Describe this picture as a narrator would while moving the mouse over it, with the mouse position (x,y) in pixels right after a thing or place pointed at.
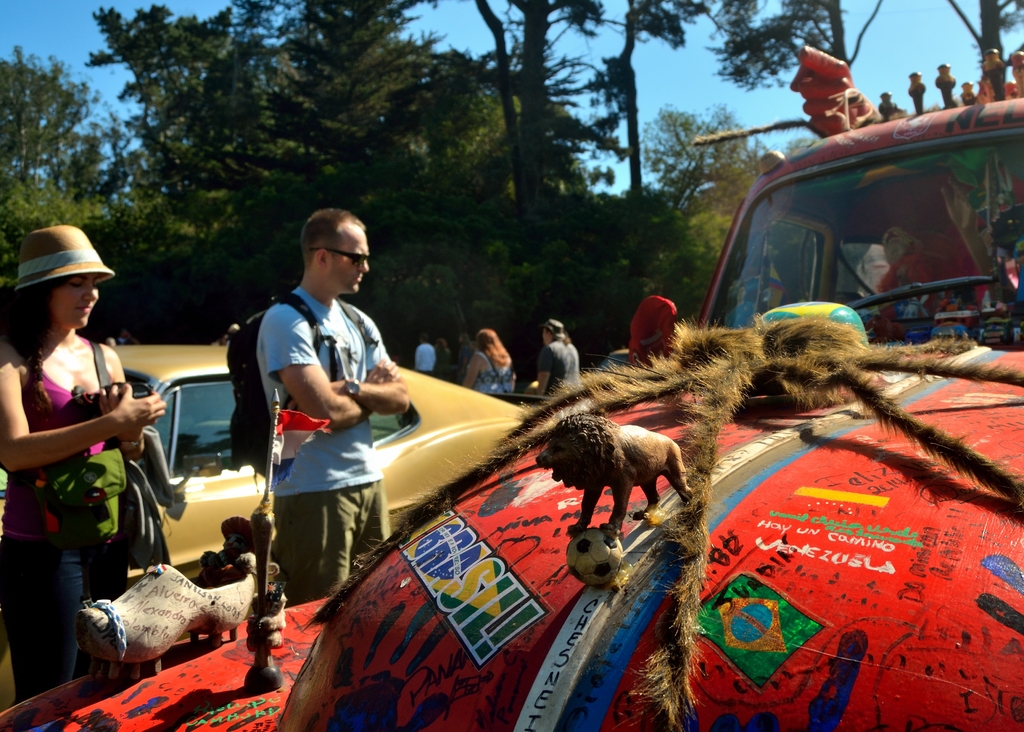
In this image there are people (313,485) and we can see vehicles (255,491). In the background (230,191) there are trees (190,211) and sky (764,93).
